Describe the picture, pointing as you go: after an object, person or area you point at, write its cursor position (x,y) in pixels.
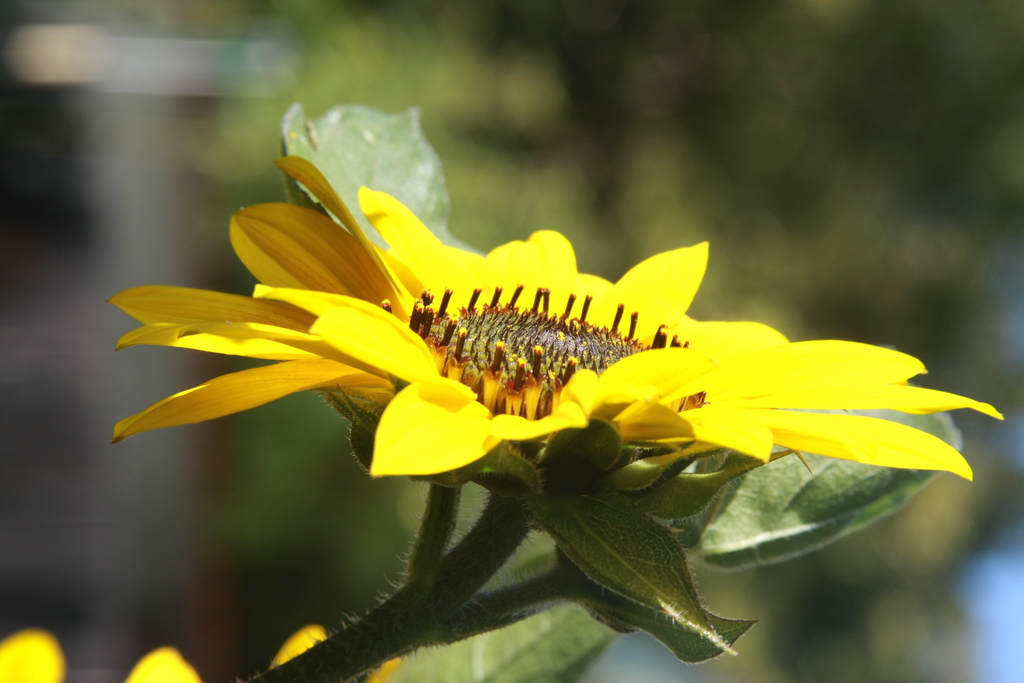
In this image, we can see a plant (465,607) with flowers (469,402) and the background (169,78) is blurry.
